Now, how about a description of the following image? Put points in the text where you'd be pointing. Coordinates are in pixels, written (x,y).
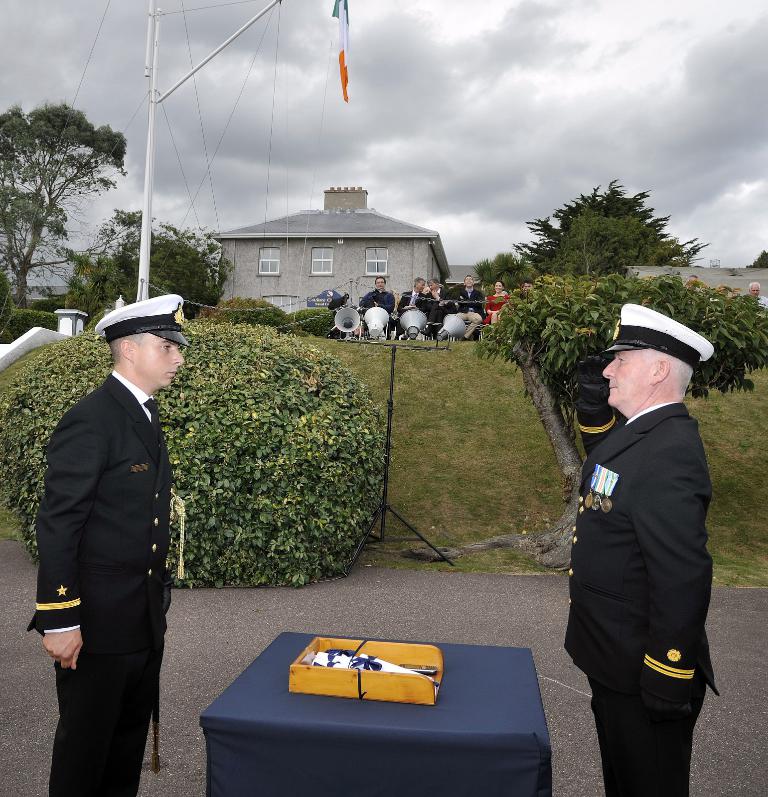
In this image we can see two men (167,316) standing on the road (551,645) beside a table (427,725) containing an object (401,701) on it. On the backside (468,289) we can see a group of people (471,298) sitting. We can also see some plants (267,505), grass (389,557), some speaker horns (415,335), a group of trees (531,355), some poles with wires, the flag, a house (421,259) with a roof (389,226) and windows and the sky (464,147) which looks cloudy.
